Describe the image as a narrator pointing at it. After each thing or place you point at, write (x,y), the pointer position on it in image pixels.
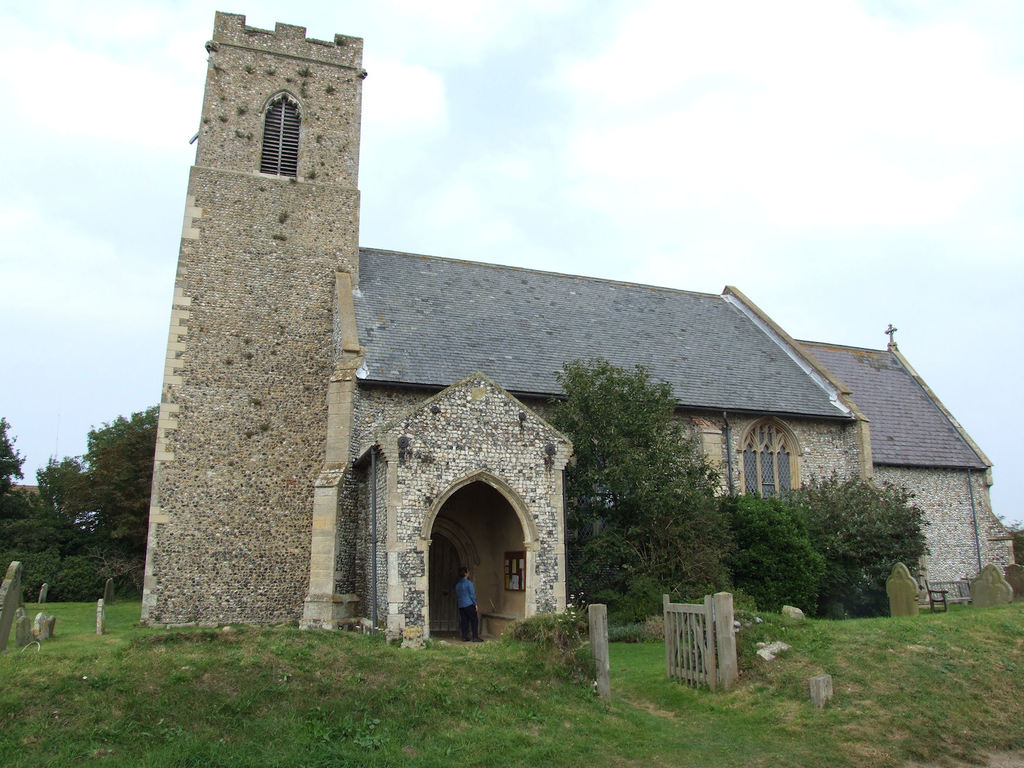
In this picture we can see a building (966,511) with windows (792,443), trees (587,532), grass (436,704) and a person (478,636) standing and in the background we can see the sky (541,43) with clouds (524,197).
